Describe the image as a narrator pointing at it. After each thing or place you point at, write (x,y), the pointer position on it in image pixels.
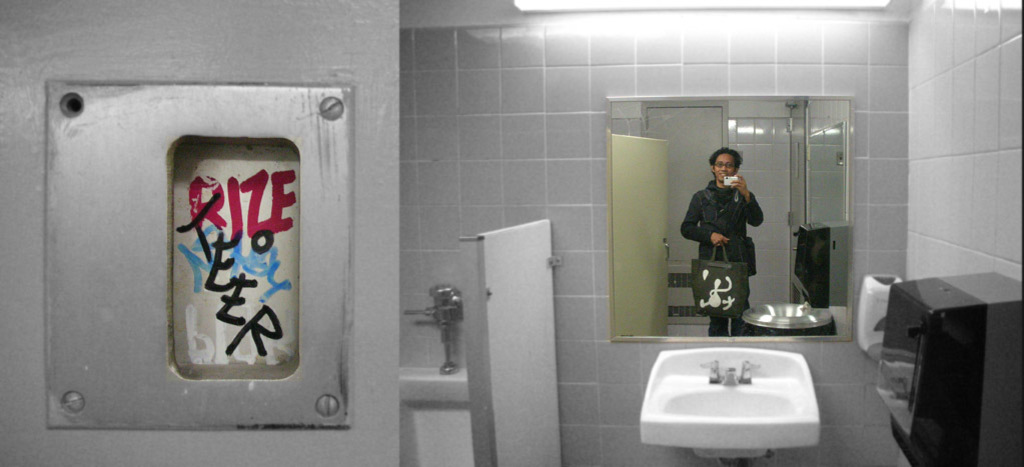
This picture was taken in the washroom (622,412). This is the washbasin (653,412) with the taps (730,375). I can see a black color object (947,353), which is attached to the wall (998,255). In the mirror (794,284), I can see the reflection (730,276) of the man (728,200) standing and holding a bag (728,298) and a mobile phone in his hands (743,185). This looks like a flush tank (426,423). I can see a metal object (340,344) attached to the wall (385,223). This is the tube light (583,1). These are the tiles (573,98).
